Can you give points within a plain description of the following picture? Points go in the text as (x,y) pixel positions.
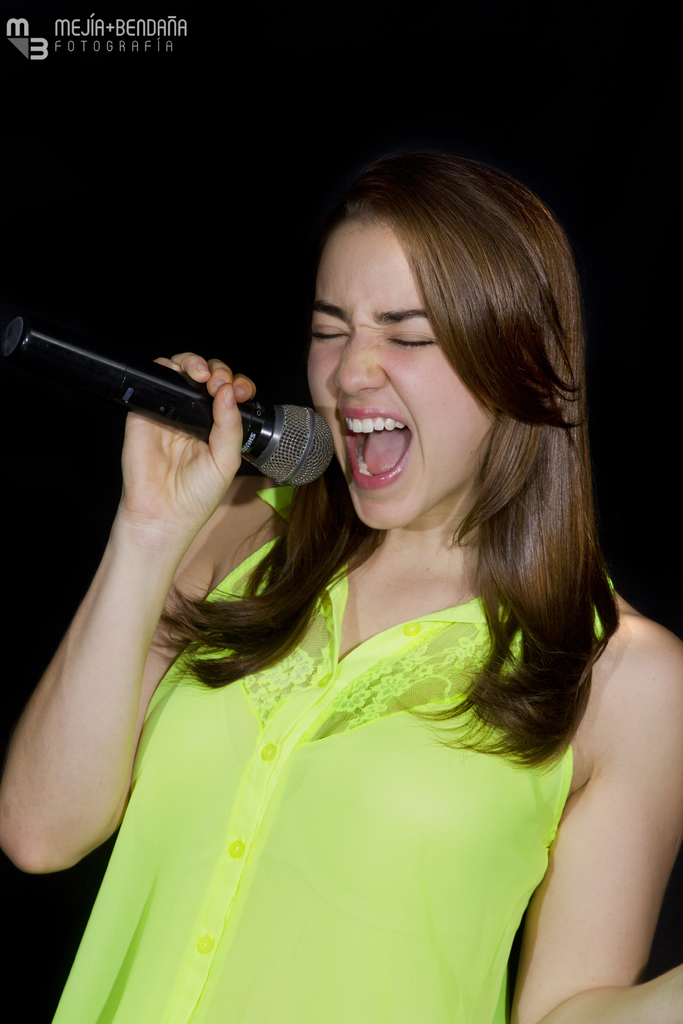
In this image, we can see a woman (430,628) wearing a green color dress (391,969) and holding microphone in her hand (129,483). In the background (651,31), we can see black color.
